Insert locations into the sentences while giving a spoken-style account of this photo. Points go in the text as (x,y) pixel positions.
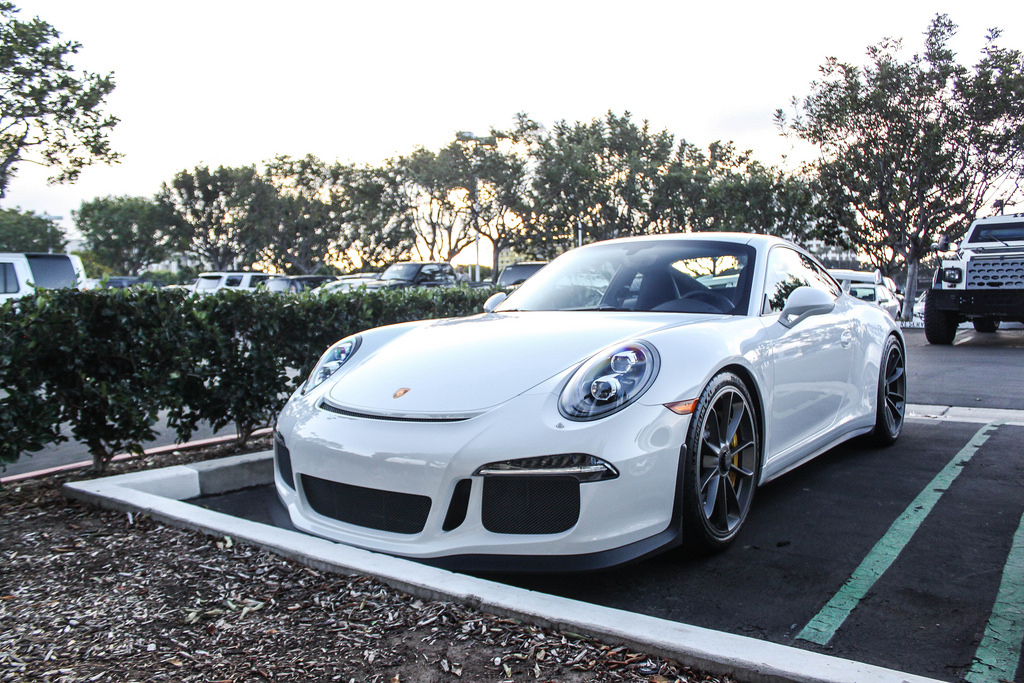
This is an outside view. Here I can see a white car (659,379) on the ground (812,532). On the left side (121,377) there are few plants (193,361). In the background (988,270) there are many vehicles (314,283) on the road (936,363) and also there are trees (437,186). At the top of the image (265,46) I can see the sky (174,82).
